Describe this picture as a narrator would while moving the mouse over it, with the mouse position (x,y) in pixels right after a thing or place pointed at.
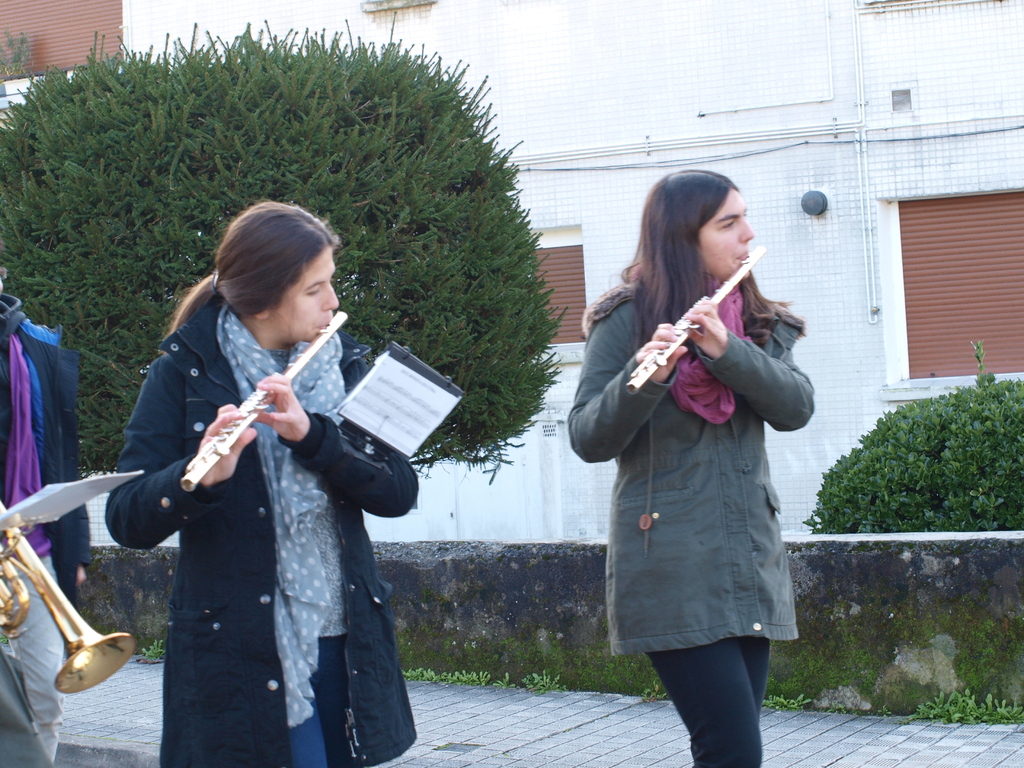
In this image I see 2 women (211,537) who are standing and are holding flutes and I can also see there is person (31,767) over here. In the background (58,232) I see the plants (839,498) and the wall (531,565).
